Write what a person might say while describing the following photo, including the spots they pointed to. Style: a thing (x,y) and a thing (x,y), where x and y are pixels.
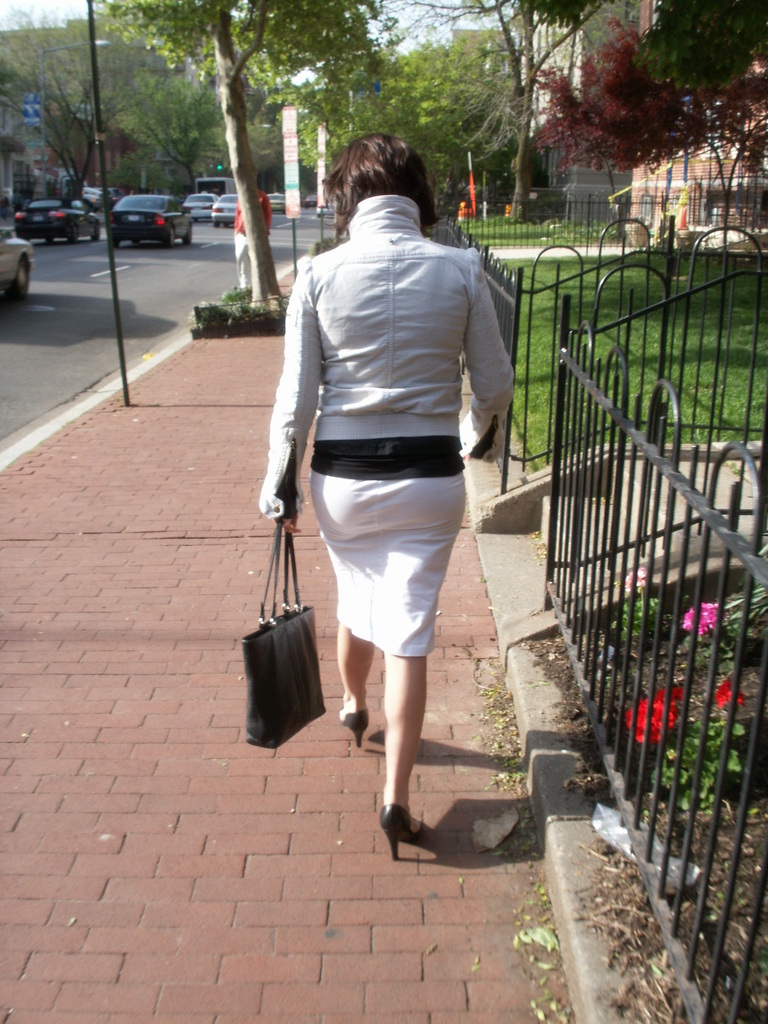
In this image we can see a person (369,355) walking on a walkway (307,796) holding an object (290,702) in hand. Beside the person (412,595) we see a metal fence (597,658). Behind the person (407,163) we have group of trees (334,85), buildings (641,197), vehicles (31,225), sky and grass (595,291).
